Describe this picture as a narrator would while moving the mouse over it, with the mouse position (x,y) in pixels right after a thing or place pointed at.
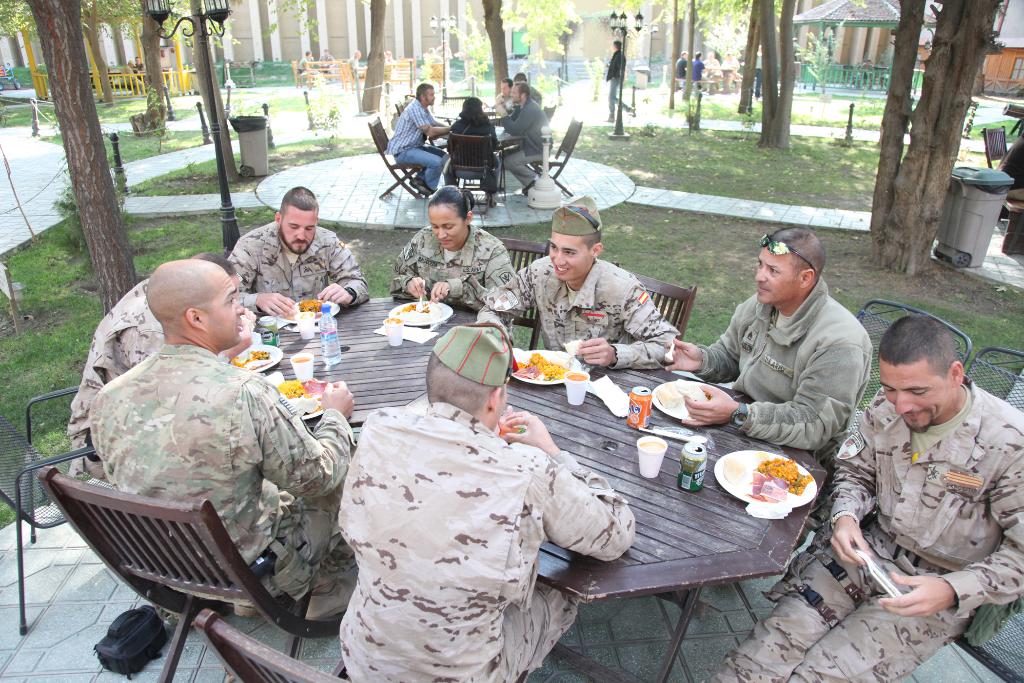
In this image there are many tables (632,439). On the table (351,370) there are plates (263,350), bottles (699,468), cups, foods (316,385). Around the tables (718,447) on the chairs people (698,72) are sitting. Here there is a dustbin (966,199). in the background (203,68) there are trees (154,83), fence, buildings (657,35), lights (614,21) are there.
